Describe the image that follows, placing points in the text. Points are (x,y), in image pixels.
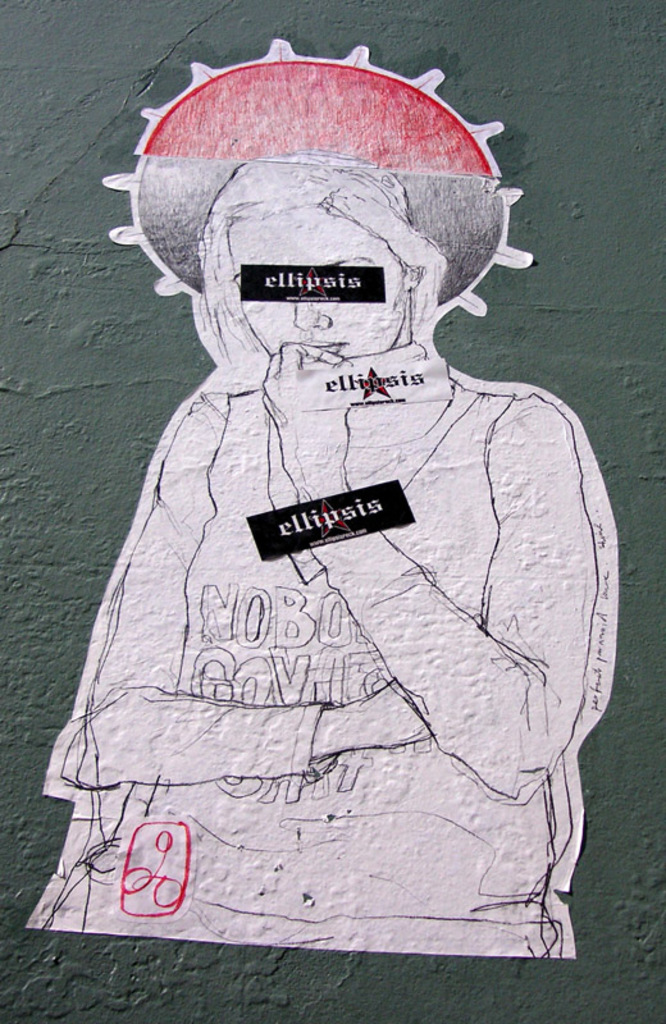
In this image, we can see there is a painting (179,288) of a woman (338,198), on which there are texts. And the background (597,43) is gray in color.
